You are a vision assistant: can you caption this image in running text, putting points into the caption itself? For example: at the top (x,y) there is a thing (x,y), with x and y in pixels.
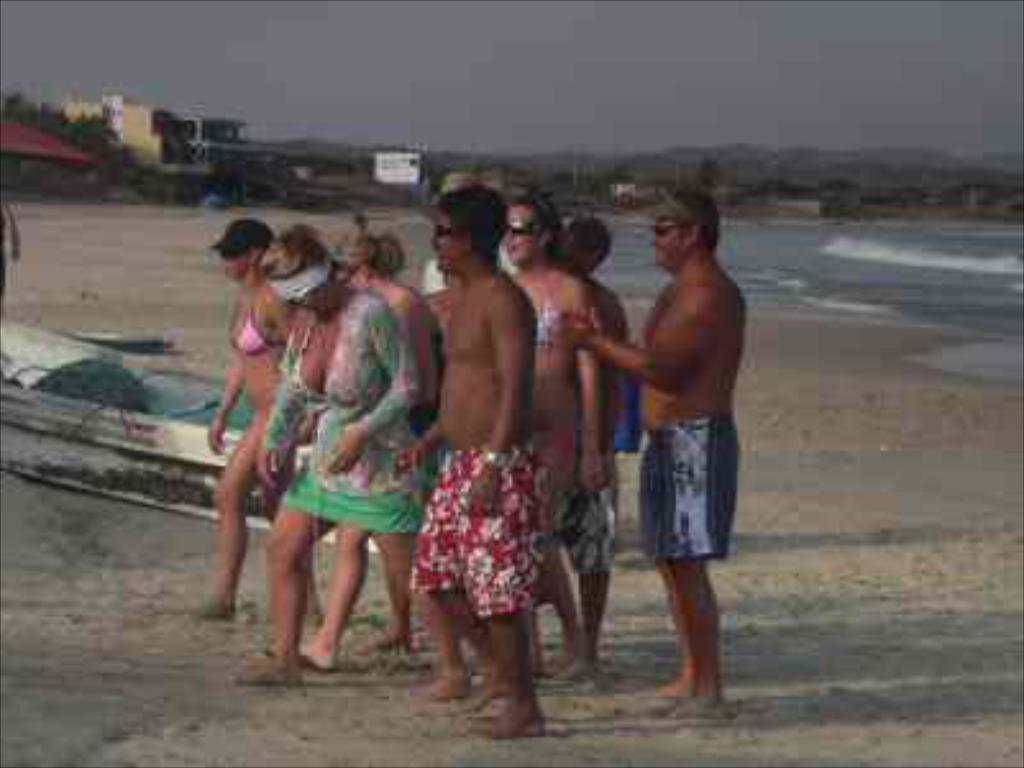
I see this is a blurred image and I see people (400,326) over here and I see few things (162,411) over here and I see the sand (759,738). In the background (762,250) I see the water (848,266) over here, buildings (200,134) and the sky (512,51).
